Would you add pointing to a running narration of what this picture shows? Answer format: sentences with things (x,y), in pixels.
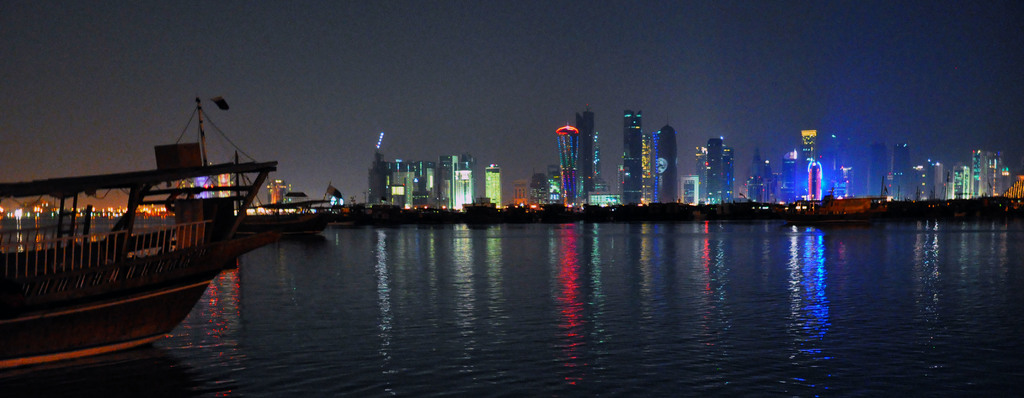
In this picture we can see a few boats (80,300) in the water (335,322). There are the reflections (573,279) of colorful lights (807,283) in the water (333,250). We can see a few buildings (562,170) and some lights (271,187) in these buildings (394,179) in the background (950,178).
